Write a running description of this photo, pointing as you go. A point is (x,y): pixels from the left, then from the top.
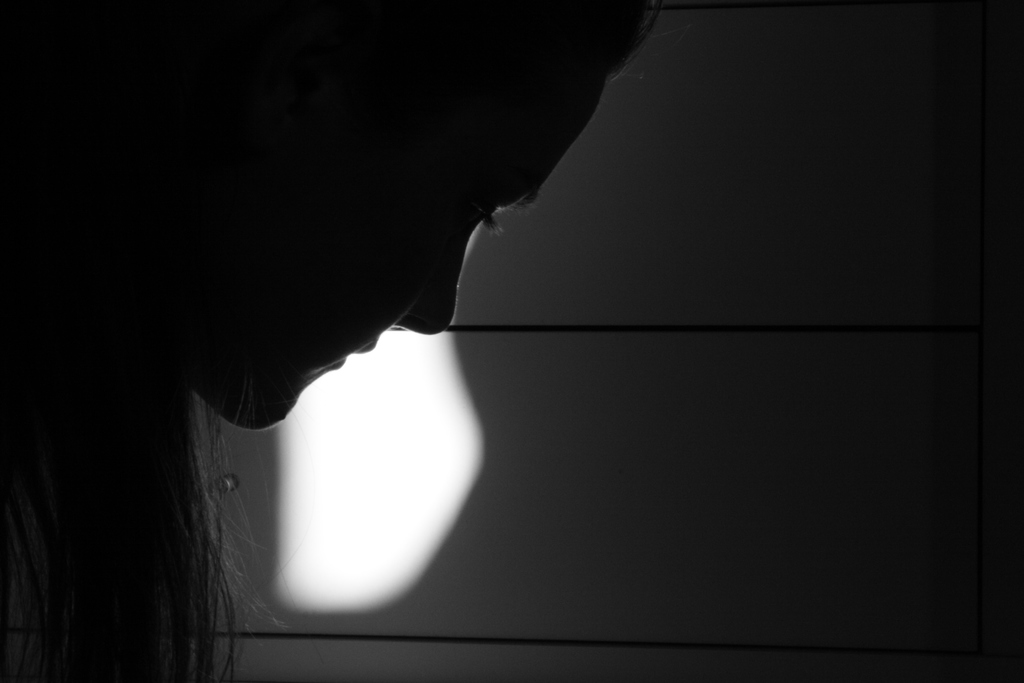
This image is a black and white image. In the background (510,544) there is a wall (766,254). On the left side of the image (201,429) there is a woman (318,314).
